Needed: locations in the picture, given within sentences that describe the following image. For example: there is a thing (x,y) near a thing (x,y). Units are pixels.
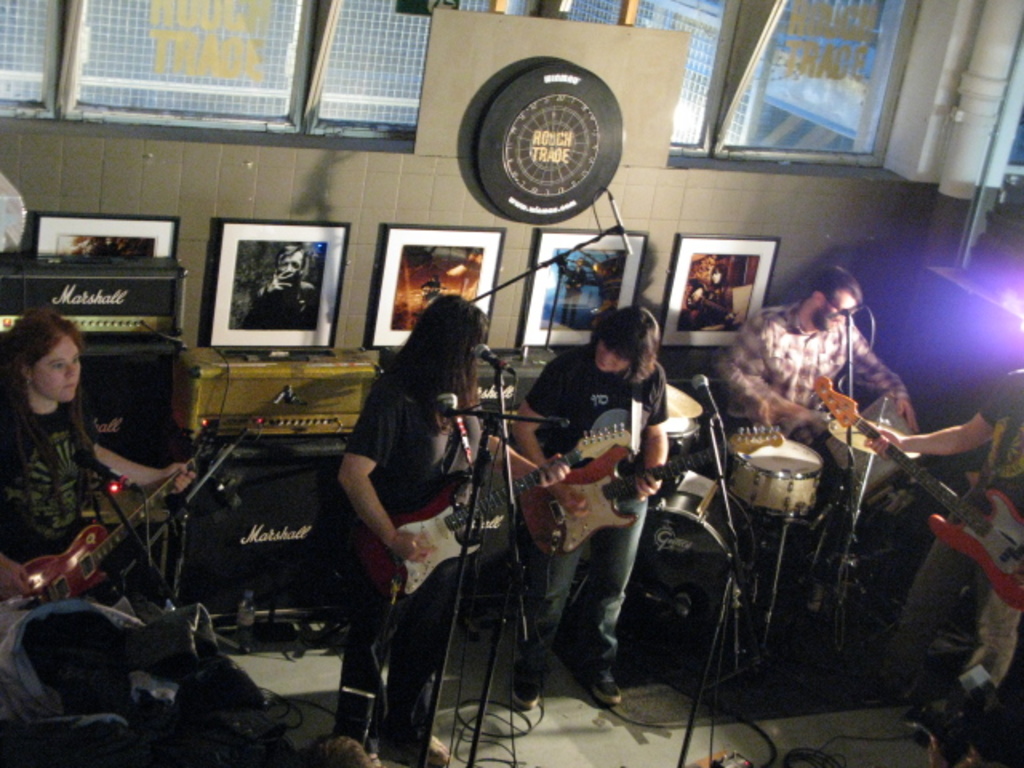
In this picture many people (67,380) are playing guitars (840,404) with mic (96,469) in front of them. A guy (815,308) is sitting in the right corner of the image (744,410) and playing drums (857,440). We also playing guitars (1001,544) in the right side of the image (1000,477). In the background (104,253) there are many photo frames (231,253) attached to the wall (659,268) and there is a circular disc (517,167) named as ROUGH TRADE. We also observed many glass windows (301,69) in the background (835,102).
